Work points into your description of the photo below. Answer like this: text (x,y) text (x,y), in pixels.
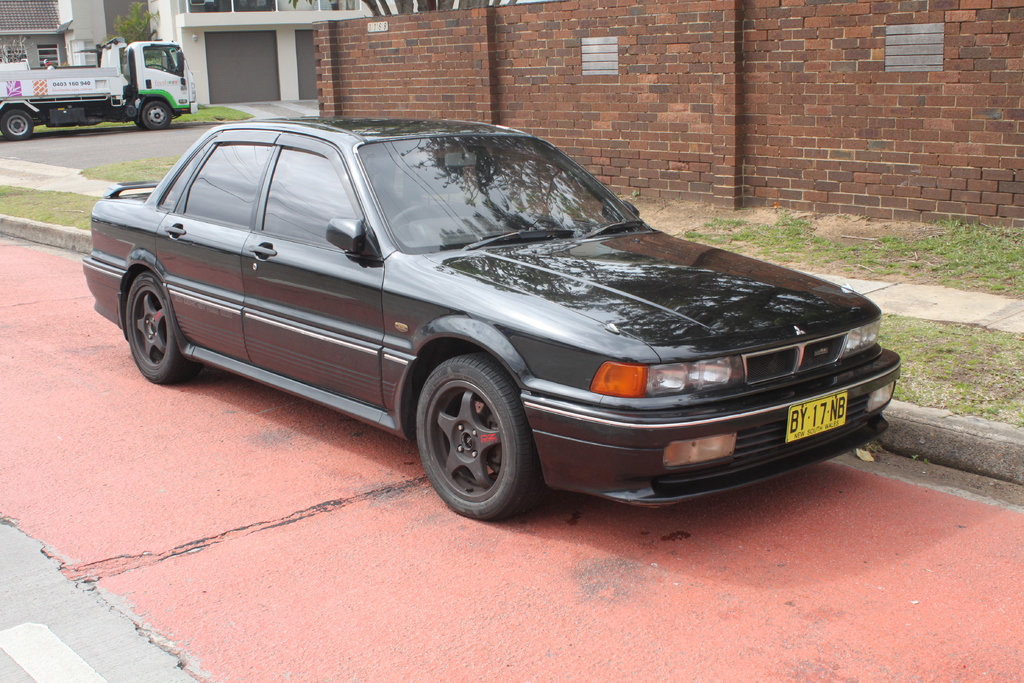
In this image we can see the vehicles (258,198), grass (1018,239), path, road (111,429), brick wall (397,23), trees (142,28) and also the buildings (195,48).
